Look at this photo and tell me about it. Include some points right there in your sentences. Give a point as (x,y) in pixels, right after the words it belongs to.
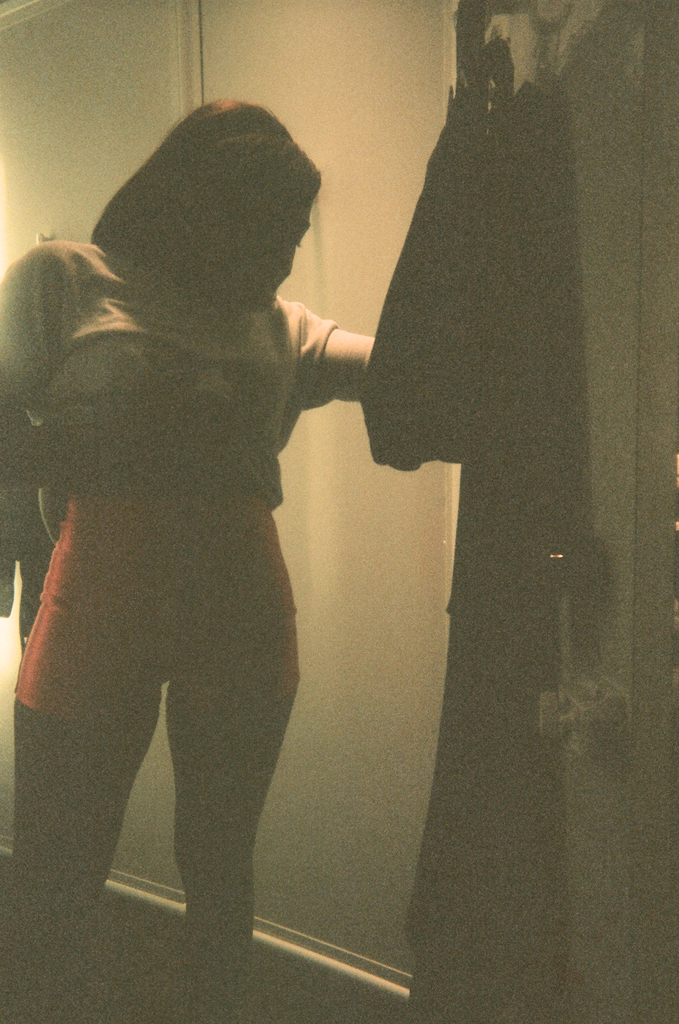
In this image we can see a lady (252,562) is standing. There are few objects (524,313) are hanged to a wall (427,639) at the right side of the image (476,161).
